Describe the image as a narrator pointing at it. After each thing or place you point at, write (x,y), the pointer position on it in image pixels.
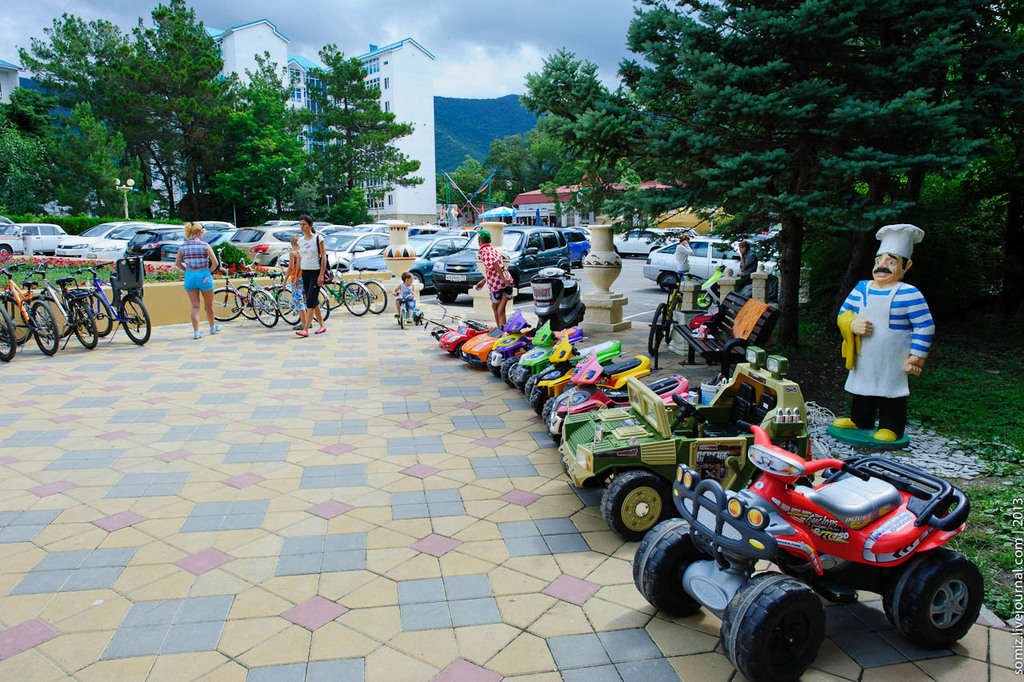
In this picture we can see toy cars (676,447) in the front (840,455), on the right side (894,388) there is a statue (895,377), grass (985,427) and a tree (827,140), on the left side (150,322) we can see bicycles (127,314), in the background (547,249) there is a building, some trees (566,117) and cars (578,241), we can see some people (413,278) in the middle (489,245), there is the sky (447,9) at the top of the picture (448,25), on the right side (760,340) we can see a bench (734,311).
